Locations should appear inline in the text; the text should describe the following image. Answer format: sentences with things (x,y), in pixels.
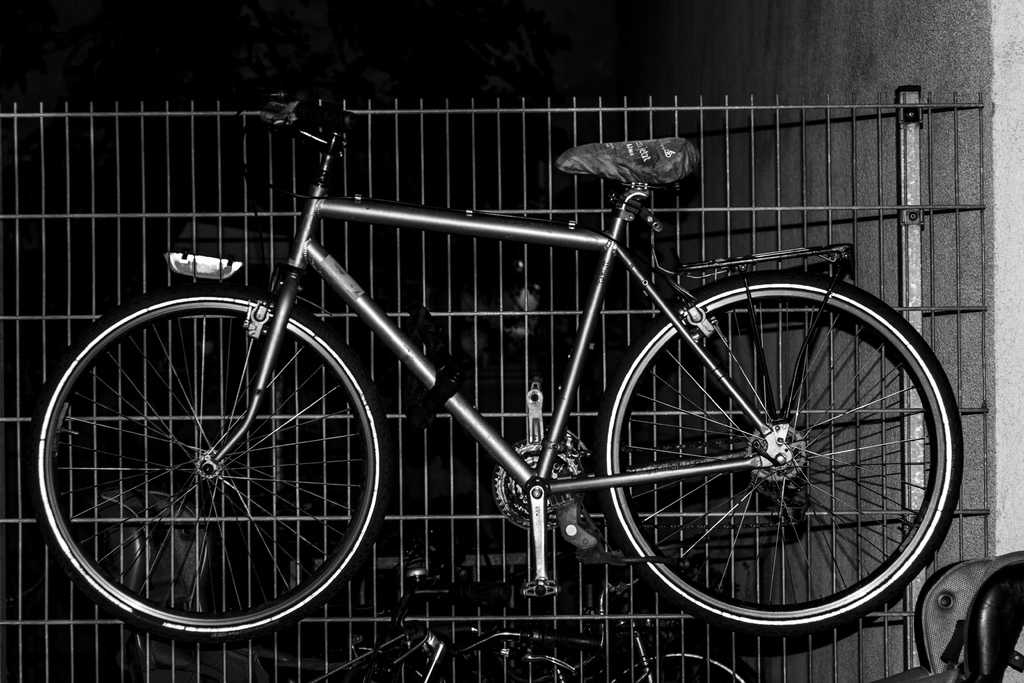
In the picture I can see a bicycle (503,224) in the middle of the image (372,316). In the background (453,588), I can see the metal fence (580,312) and bicycles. I can see a wall (894,74) on the right side (912,76).
